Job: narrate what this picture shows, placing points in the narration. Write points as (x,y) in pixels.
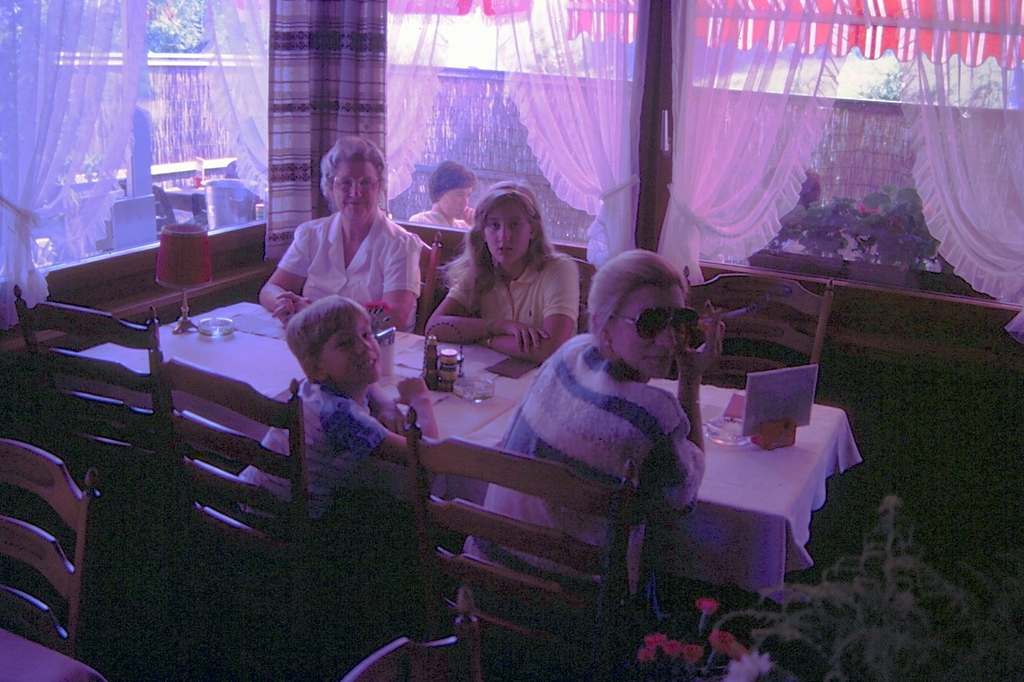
As we can see in the image there are curtains (552,35), windows (667,56), wall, few people (408,278) sitting on chairs (407,668) and table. On table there is a white color cloth (419,372).
